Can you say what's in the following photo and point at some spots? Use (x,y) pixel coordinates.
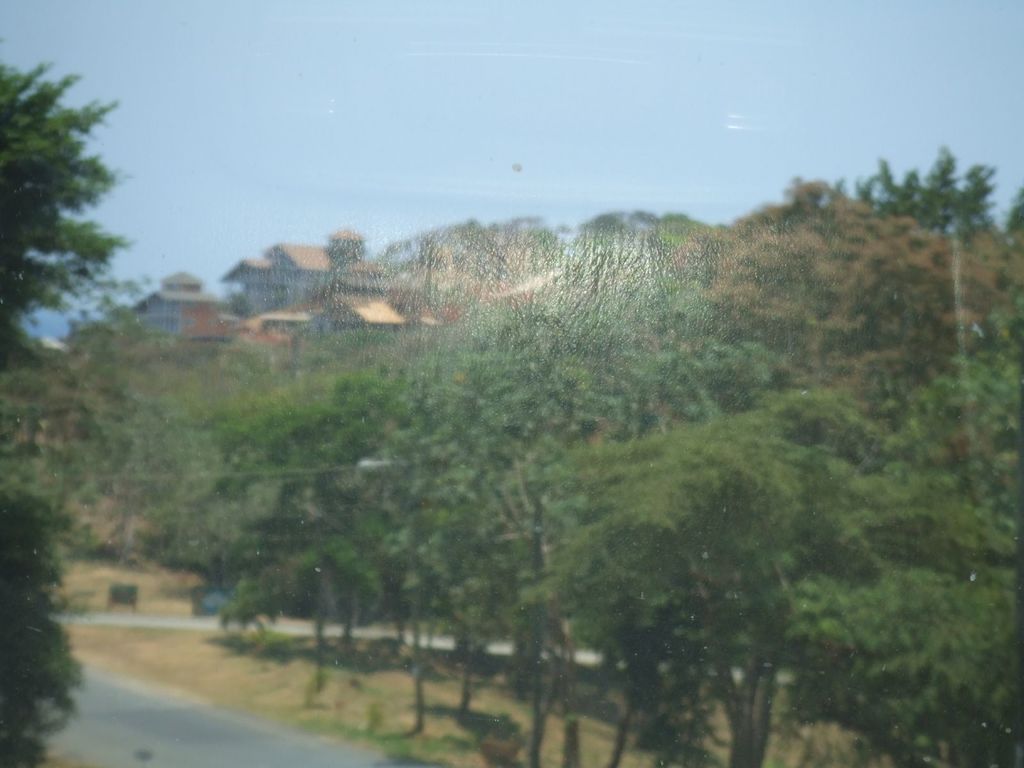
In this image, I can see the trees (188,431) with branches (508,447) and leaves (334,464). I think these are the houses (255,335). Here is the sky (345,54). This looks like a road (146,623).
